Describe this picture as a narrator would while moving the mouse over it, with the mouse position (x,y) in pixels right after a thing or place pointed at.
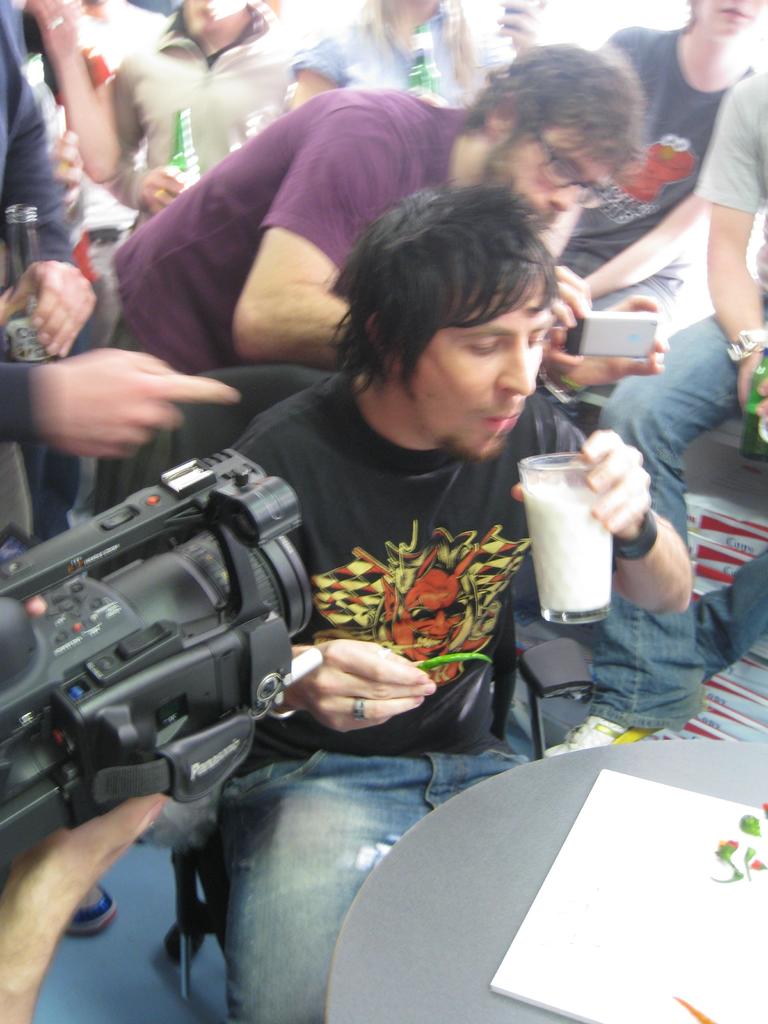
In the center of the image (482,454) a man (499,420) is sitting on a chair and holding chilli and glass (587,494) which contains some liquid (585,532). In the background of the image (306,282) we can see some persons (343,216) and some of them are holding the bottles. On the left side of the image (134,611) we can see a person (7,1006) is holding a camera (187,533). At the bottom of the image (142,986) we can see the floor (156,956) and table (472,949). On the table (493,939) we can see a board (644,864).
